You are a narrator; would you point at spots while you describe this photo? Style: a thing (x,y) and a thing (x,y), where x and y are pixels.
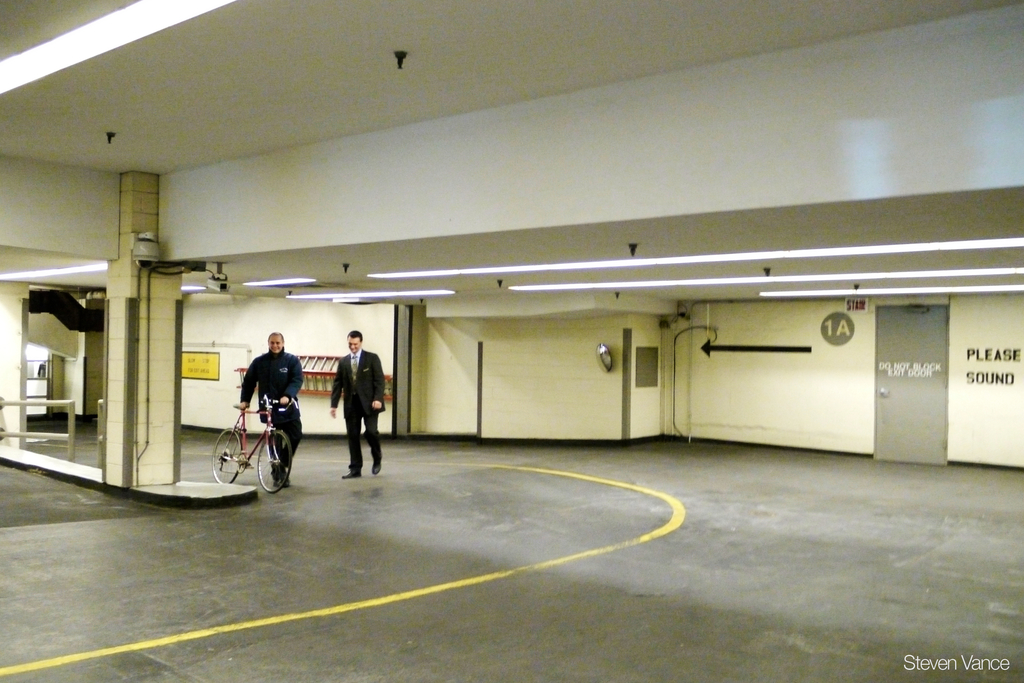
In this image we can see two persons (295,412) are walking, one of them is holding a bicycle (276,464), there are text (922,374) and symbols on the wall (624,376), there are lights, a pillar (108,384), railing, also we can see the roof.
